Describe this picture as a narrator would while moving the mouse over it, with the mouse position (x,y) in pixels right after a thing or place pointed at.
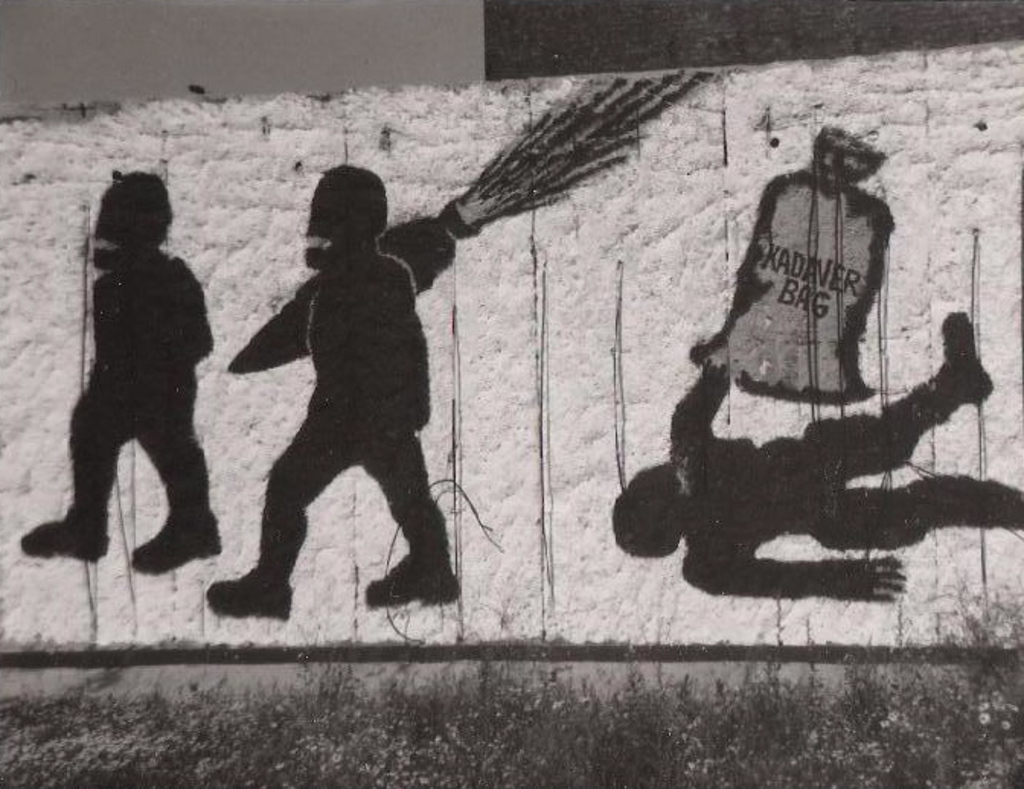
In this image there is a painting (436,523) on the wall (358,530) with white color background (599,226). As we can see there is a painting (148,391) of two persons (162,400) on the left side of this image (322,456), and one person (658,495) is on the right side of this image (773,494). This person (785,472) is holding a bag (822,329), and the person (347,347) standing on in the middle of this image (352,308) is holding a broom (559,165).
